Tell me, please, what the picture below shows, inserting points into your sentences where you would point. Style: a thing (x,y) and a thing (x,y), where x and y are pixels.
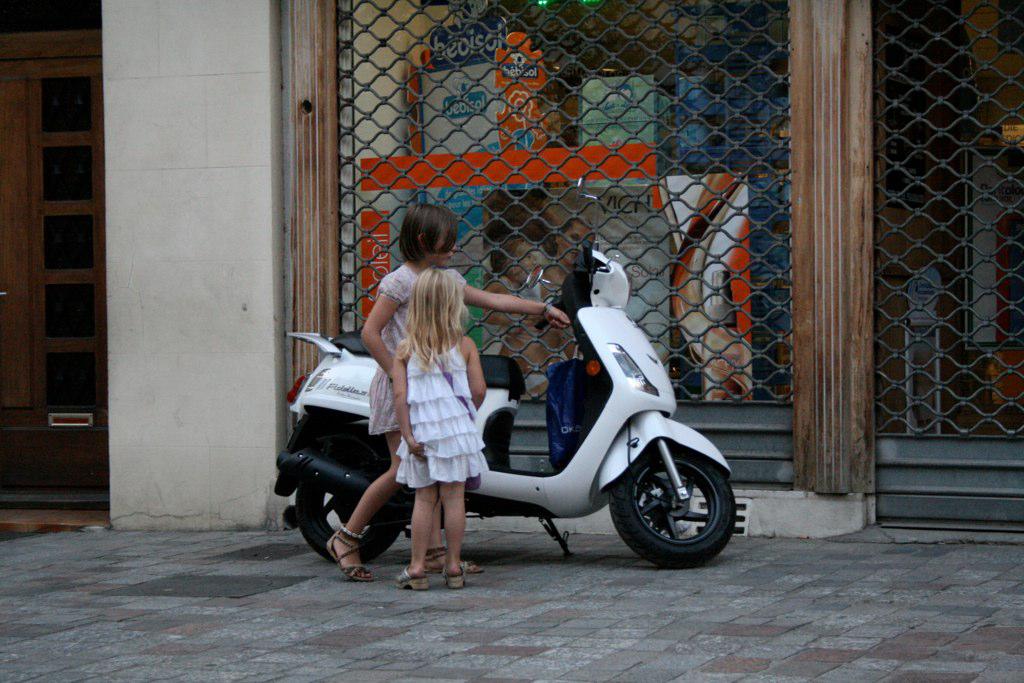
In this picture we can see a vehicle (598,436), two girls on the ground (477,527) and in the background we can see a poster (729,328).
